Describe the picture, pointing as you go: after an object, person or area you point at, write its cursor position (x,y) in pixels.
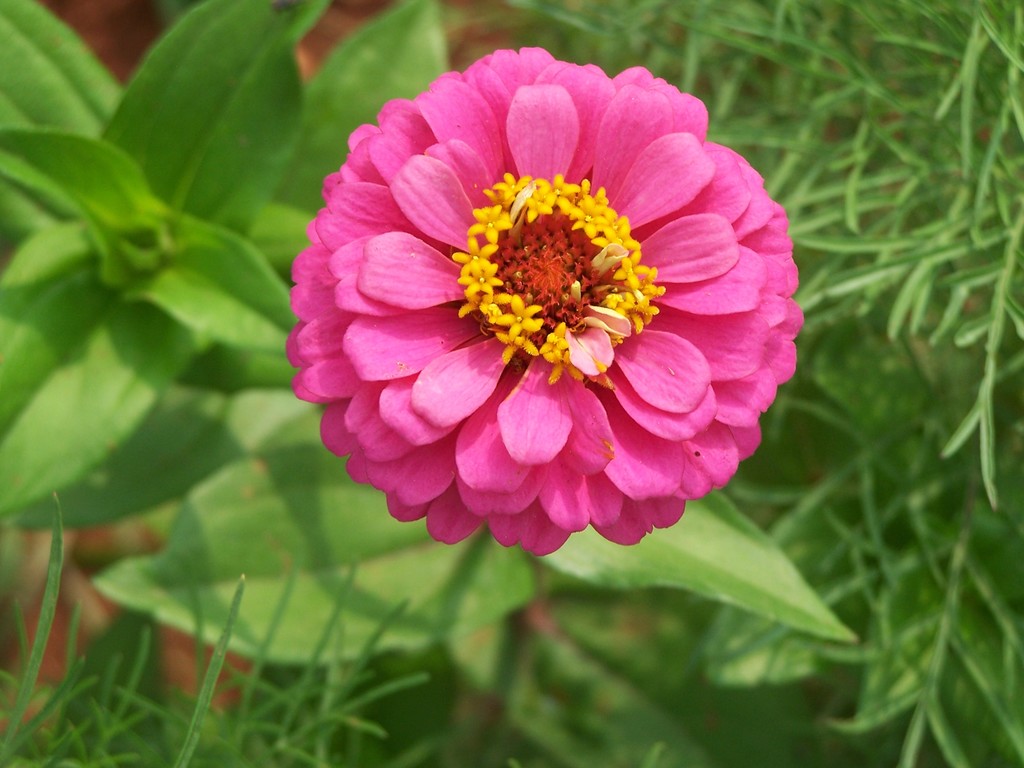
In the center of the image (485,338) there is a flower (398,340) to the plant (279,336). In the background (869,28) there is grass (825,516).
